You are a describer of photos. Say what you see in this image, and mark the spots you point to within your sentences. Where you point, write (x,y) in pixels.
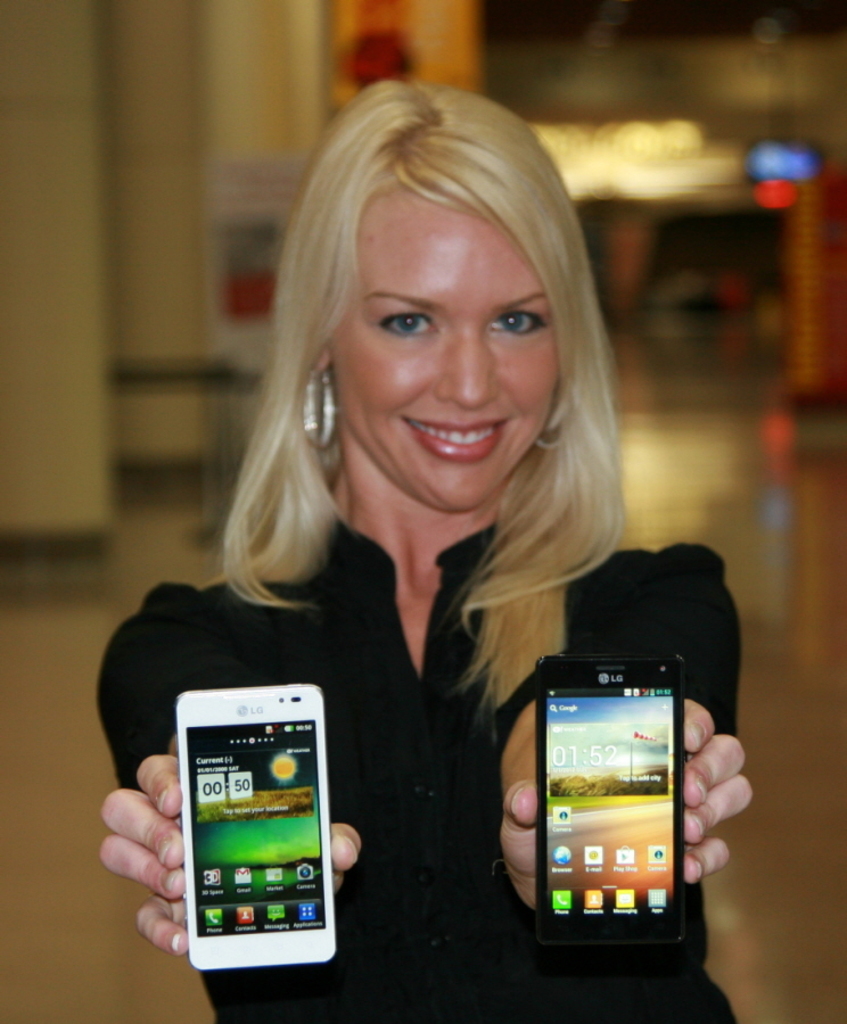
In the image there is a woman (467,493) who is holding two mobiles (540,725) in her two hands (532,799). In background (56,305) we can see a wall (52,320).
